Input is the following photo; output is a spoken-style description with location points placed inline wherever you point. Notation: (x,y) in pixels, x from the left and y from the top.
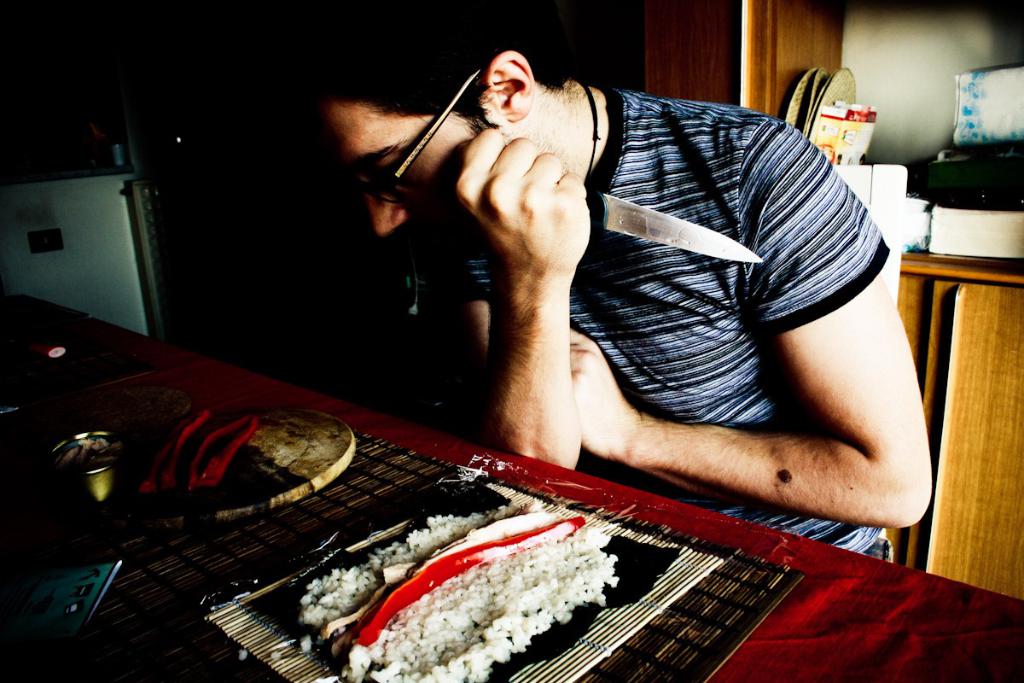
In this image I can see the person (692,260) sitting and holding the knife (637,225). In front (435,559) I can see the food (419,654) and few mats (525,679) on the table (813,659). In the background (977,131) I can see few objects (958,124) on the wooden surface (976,305).
